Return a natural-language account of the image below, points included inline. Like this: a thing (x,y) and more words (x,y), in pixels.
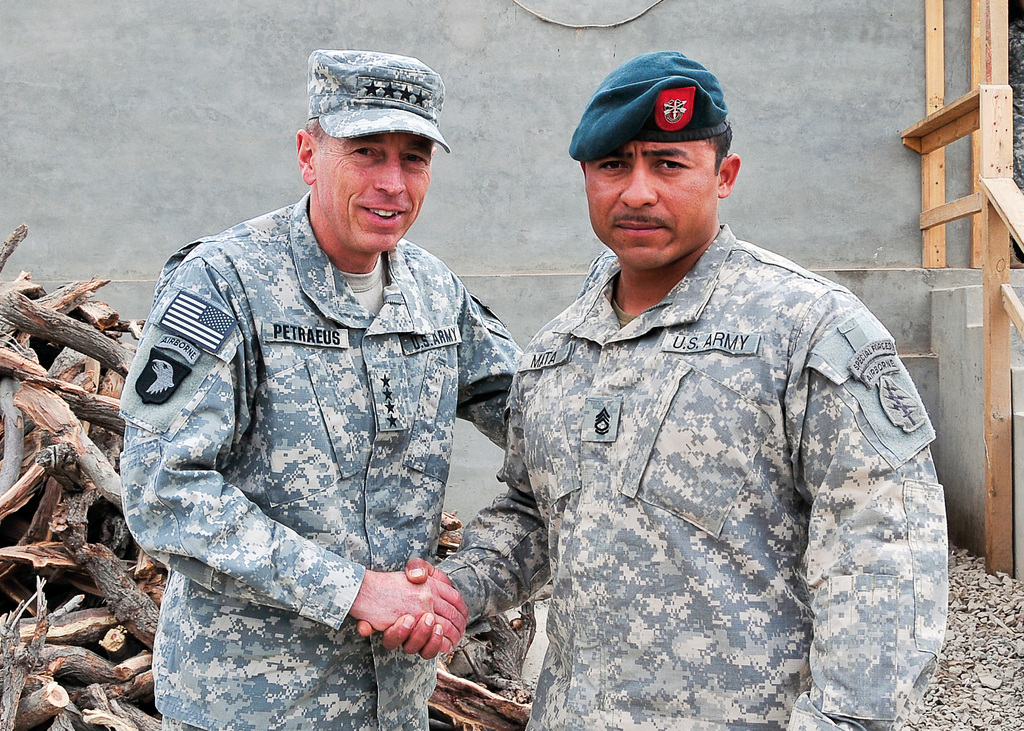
In the center of the picture (360,301) there are two soldiers (486,426) shaking hands (425,604). On the left (92,433) there are wooden logs (68,562). On the right (970,637) there are stones (986,638), staircase (1016,380) and wooden hand railing (968,200). In the background (532,53) it is a wall (471,133).
